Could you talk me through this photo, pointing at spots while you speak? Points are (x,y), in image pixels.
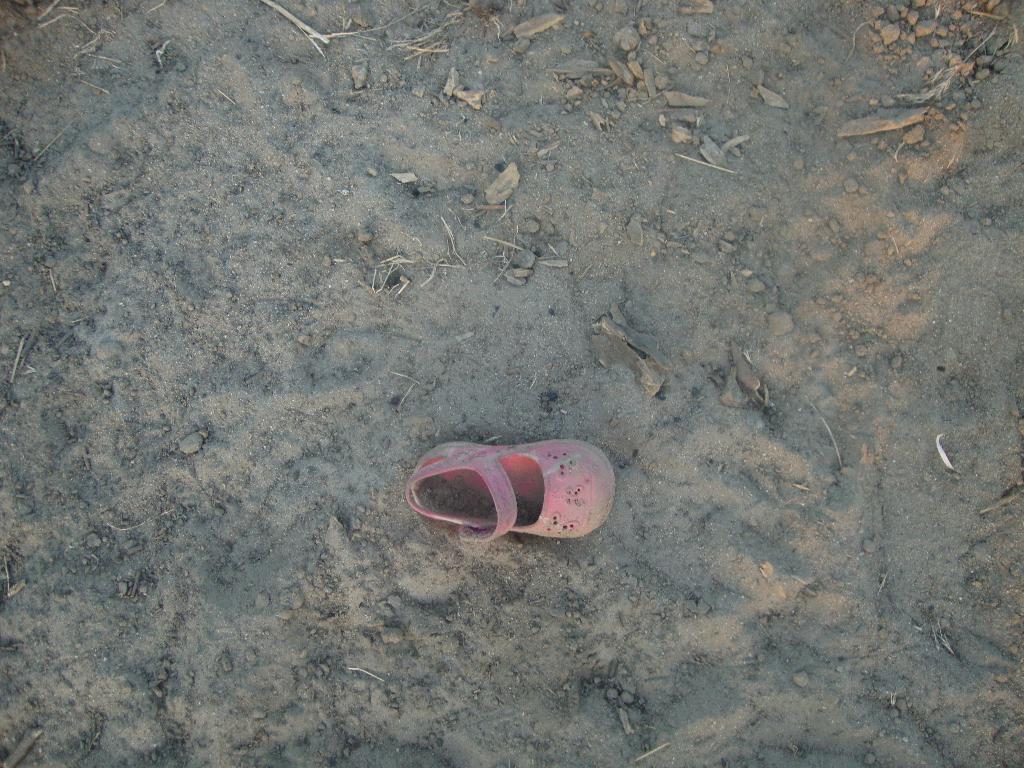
In this image I can see the footwear (547,537) in pink color. In the background (672,276) I can see the sand (579,134) and few stones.
